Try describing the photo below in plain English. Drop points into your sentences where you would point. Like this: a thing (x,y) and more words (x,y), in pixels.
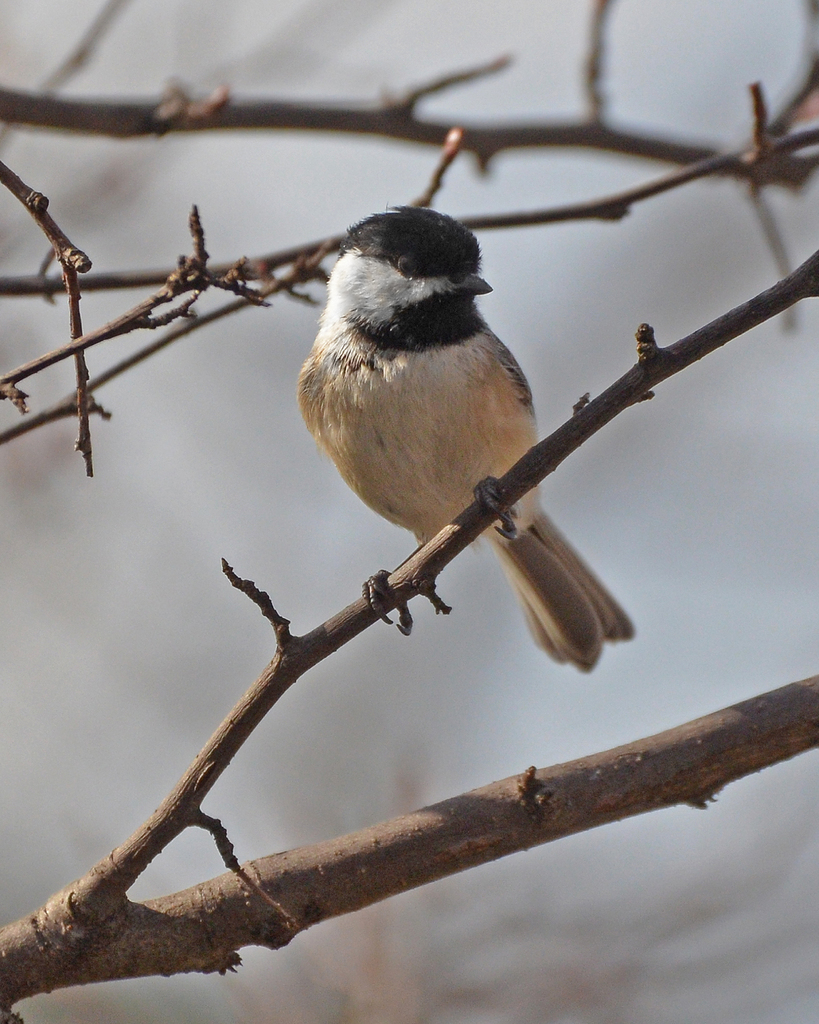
In the center of the image (277,678) we can see branches (277,682). On one of the branches (315,662), we can see one bird (446,463), which is in black and white color. In the background (288,522), we can see it is blurred.
